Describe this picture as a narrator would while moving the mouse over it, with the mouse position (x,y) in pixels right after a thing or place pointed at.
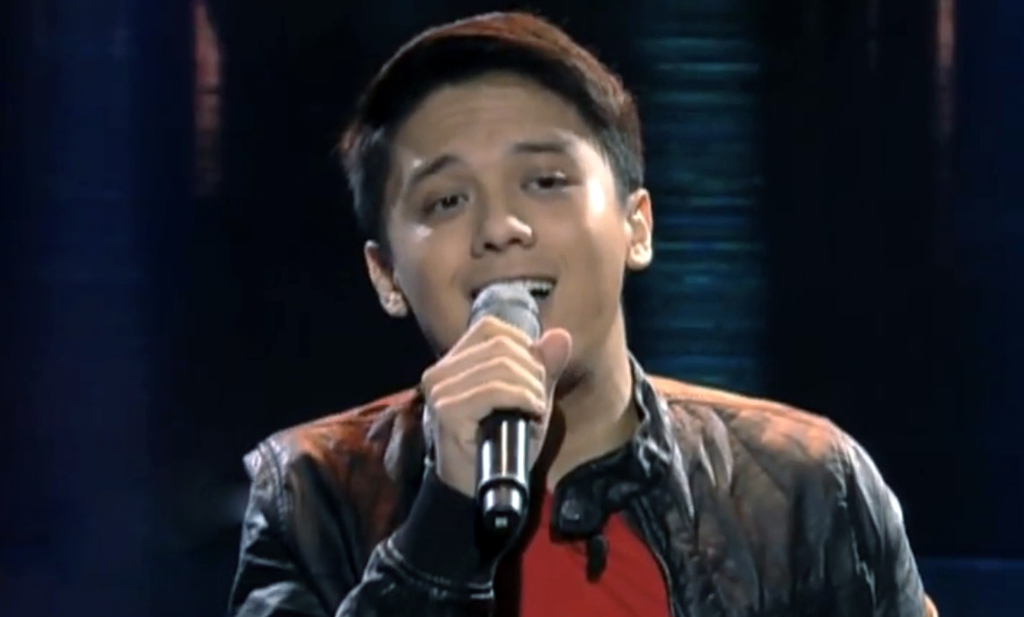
In the middle of the image (618,317) I can see a person (706,490) wore jacket (692,465) and holding a mic (496,312). In the background (300,24) it is dark.
